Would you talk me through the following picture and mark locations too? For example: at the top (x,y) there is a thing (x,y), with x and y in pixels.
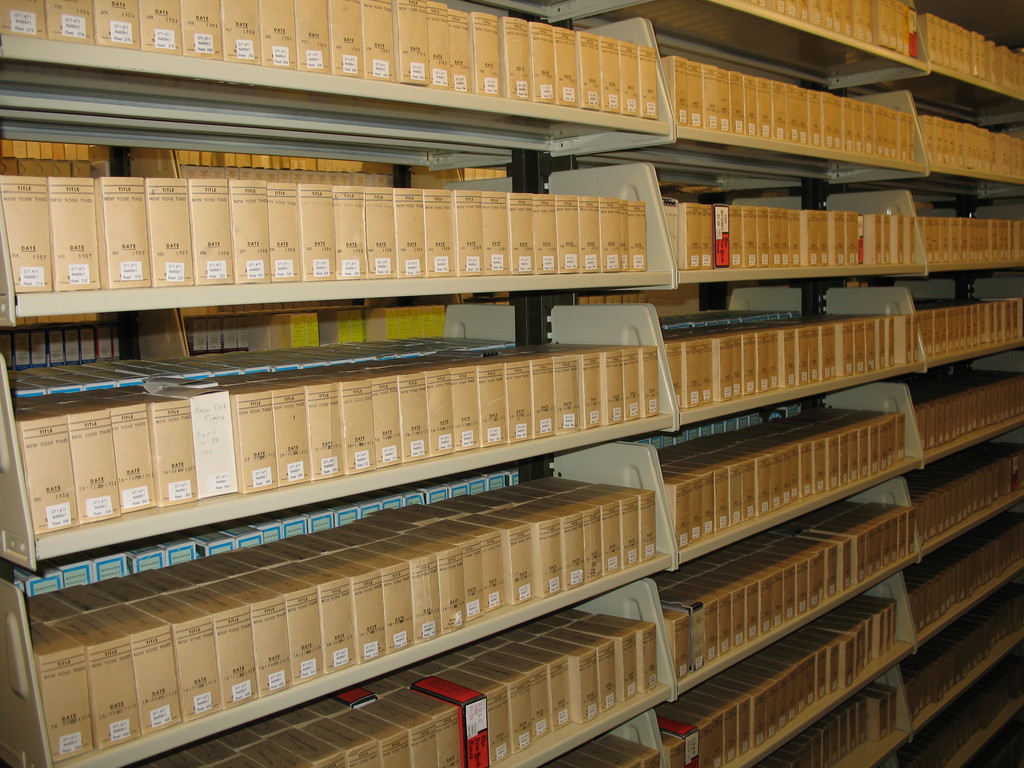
In this image I can see number of cream colored racks (352,481) and in the racks (433,469) I can see number of boxes (381,417) which are brown in color. I can see few boxes (480,710) are red and white in color.
